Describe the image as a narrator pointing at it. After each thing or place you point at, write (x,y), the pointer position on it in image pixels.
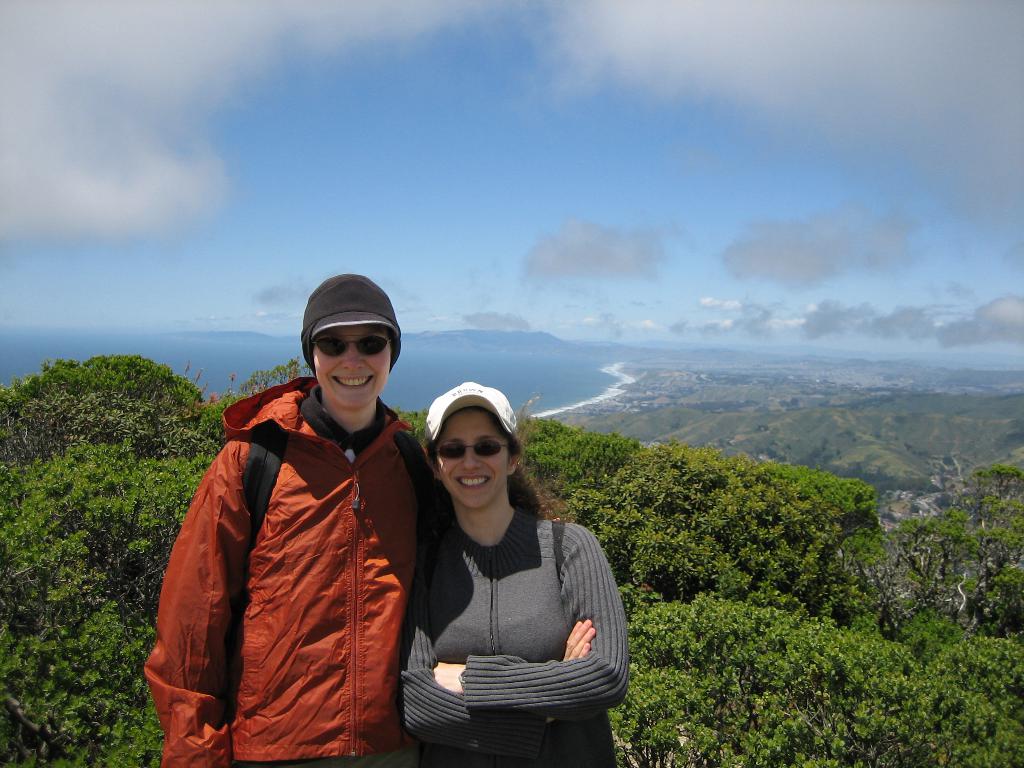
In this picture there is a man (392,554) and woman (477,544) standing and smiling. There is a tree (91,459). sky (84,156) is blue and cloudy.
